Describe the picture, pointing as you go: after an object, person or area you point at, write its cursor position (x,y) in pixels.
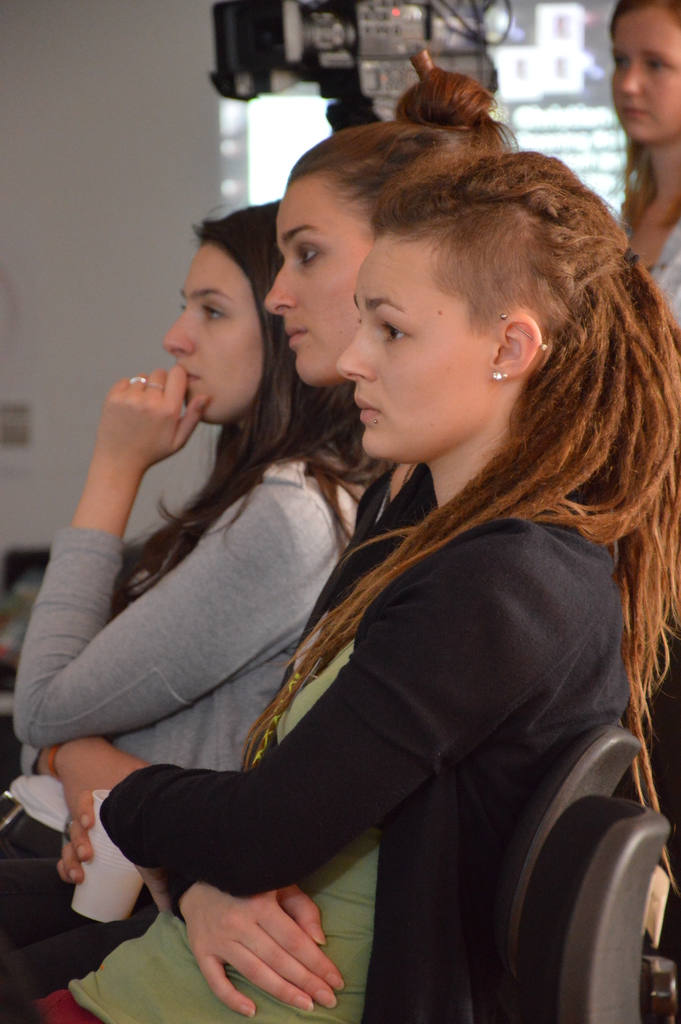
In this picture we can see three girls (241,817) sitting on the black color chair (558,890) and looking straight. Beside we can see black color camera (416,34) and behind another girl (638,0) looking straight.
